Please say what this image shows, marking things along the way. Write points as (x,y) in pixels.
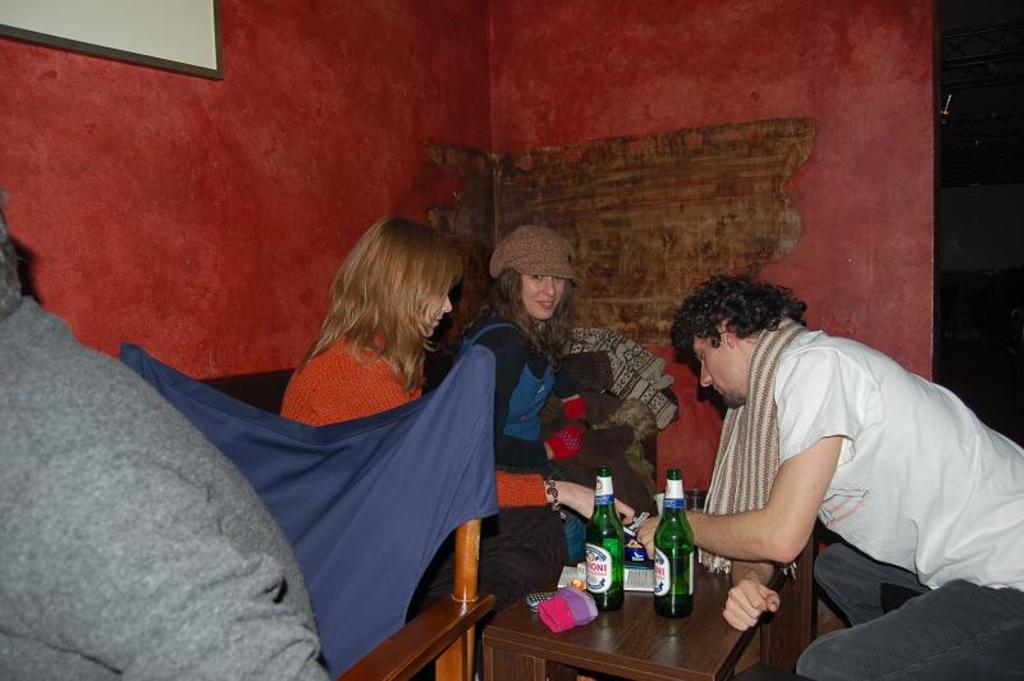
In this image we can see three persons (572,423) are sitting around the table (705,600). There are bottles (669,557) and gloves (576,612) on the table (578,629). In the background (174,22) there is a photo frame (172,45) attached to the red color wall (419,131).
